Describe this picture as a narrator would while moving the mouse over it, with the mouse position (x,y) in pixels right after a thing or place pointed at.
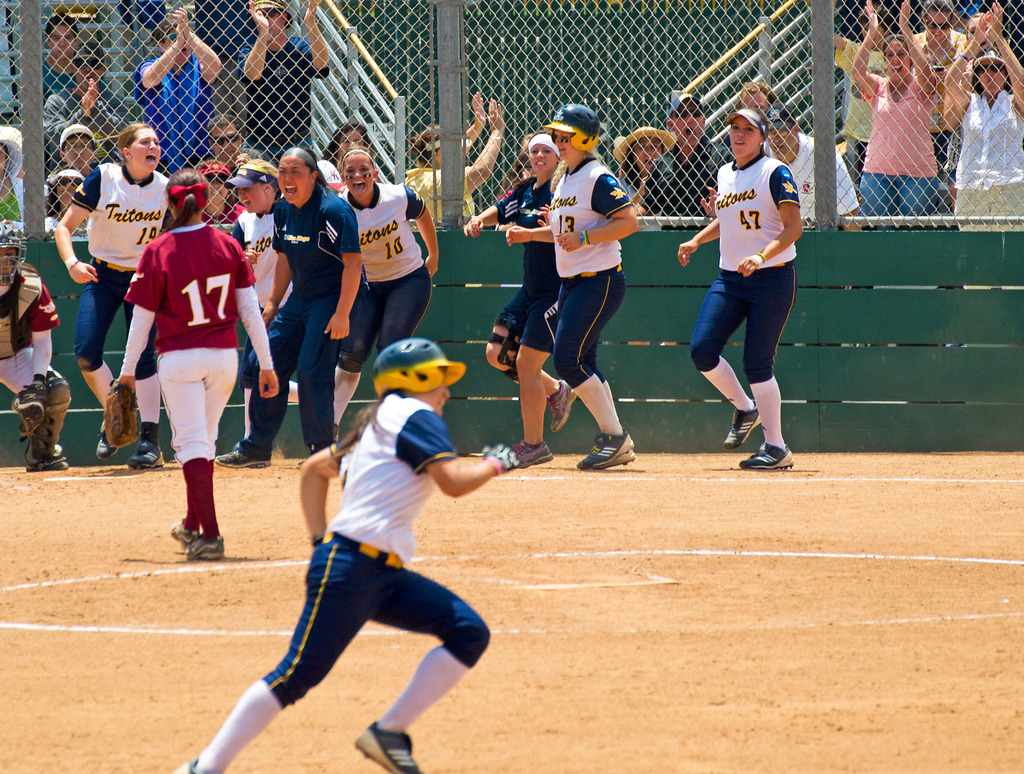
In this image we can see few people (261,440) wearing sports dress (276,443) and it looks like they are playing and there is a fence (802,174) and we can see some people (977,132) in the stadium (780,54).
